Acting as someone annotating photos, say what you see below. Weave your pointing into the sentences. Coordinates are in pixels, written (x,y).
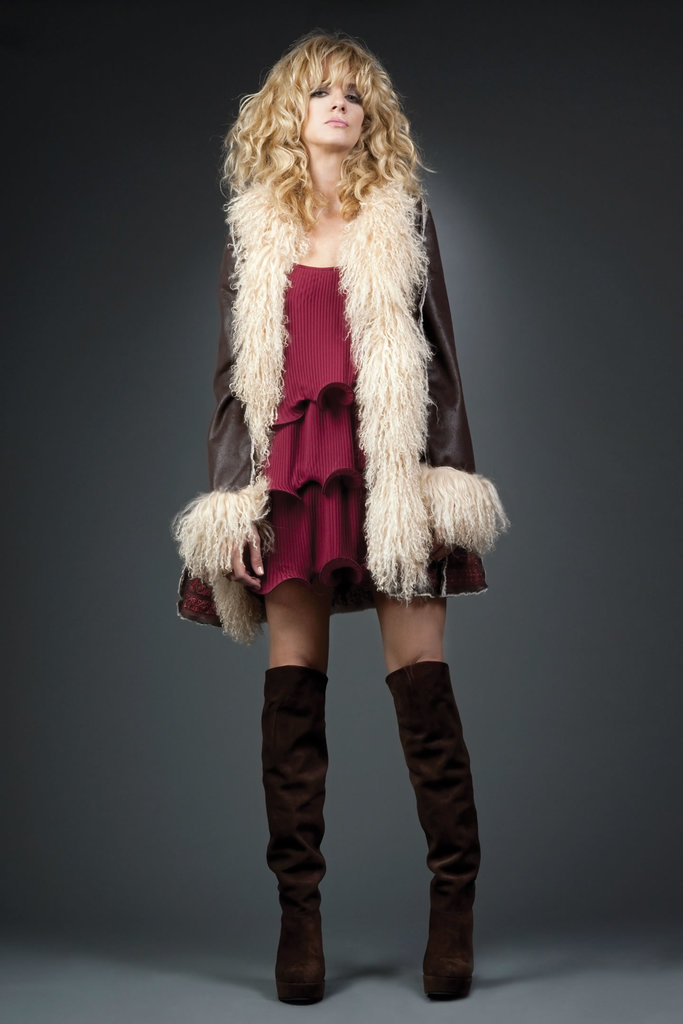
In this image in the center (323,559) there is one woman (328,394) who is wearing a jacket (407,477) and boots (454,782), and in the background (531,722) it looks like a curtain (213,851).
